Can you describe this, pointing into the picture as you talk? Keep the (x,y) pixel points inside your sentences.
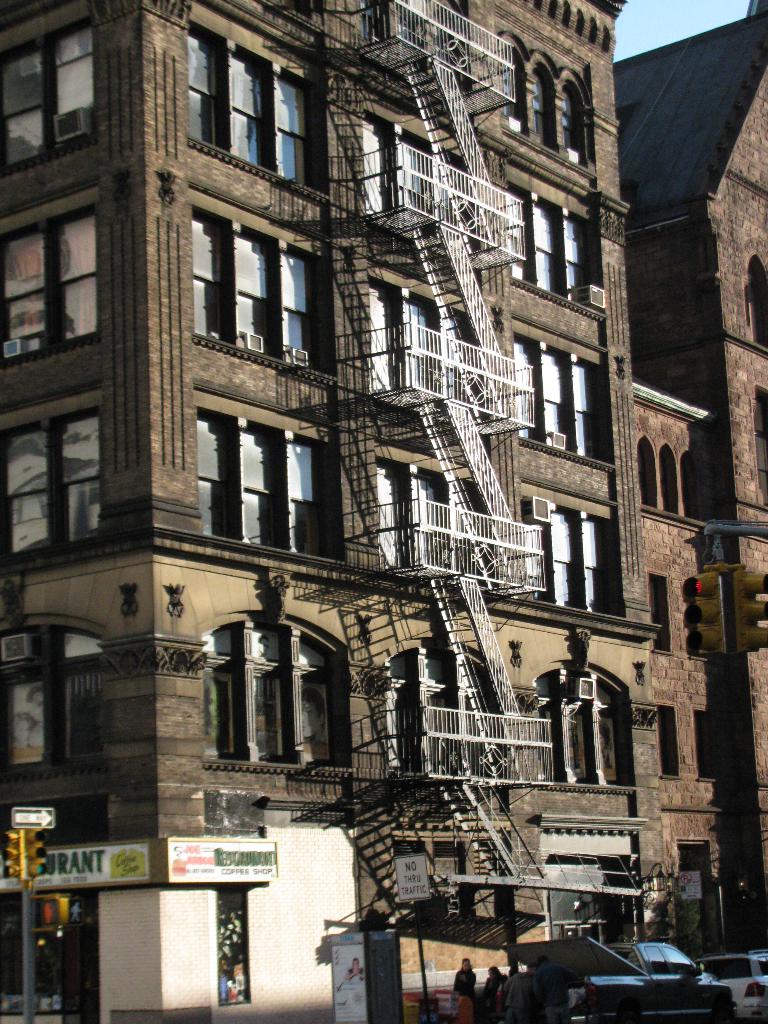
This is the picture of a building (422,535). In this image there are buildings (331,287). At the bottom (704,984) there are group of people (488,986) standing and there are vehicles (579,1017) on the road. There are traffic signal poles (23,861) on the footpath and there are hoardings (52,883) to the building (311,956). At the top (663,13) there is sky (670,28). At the bottom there is a road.
